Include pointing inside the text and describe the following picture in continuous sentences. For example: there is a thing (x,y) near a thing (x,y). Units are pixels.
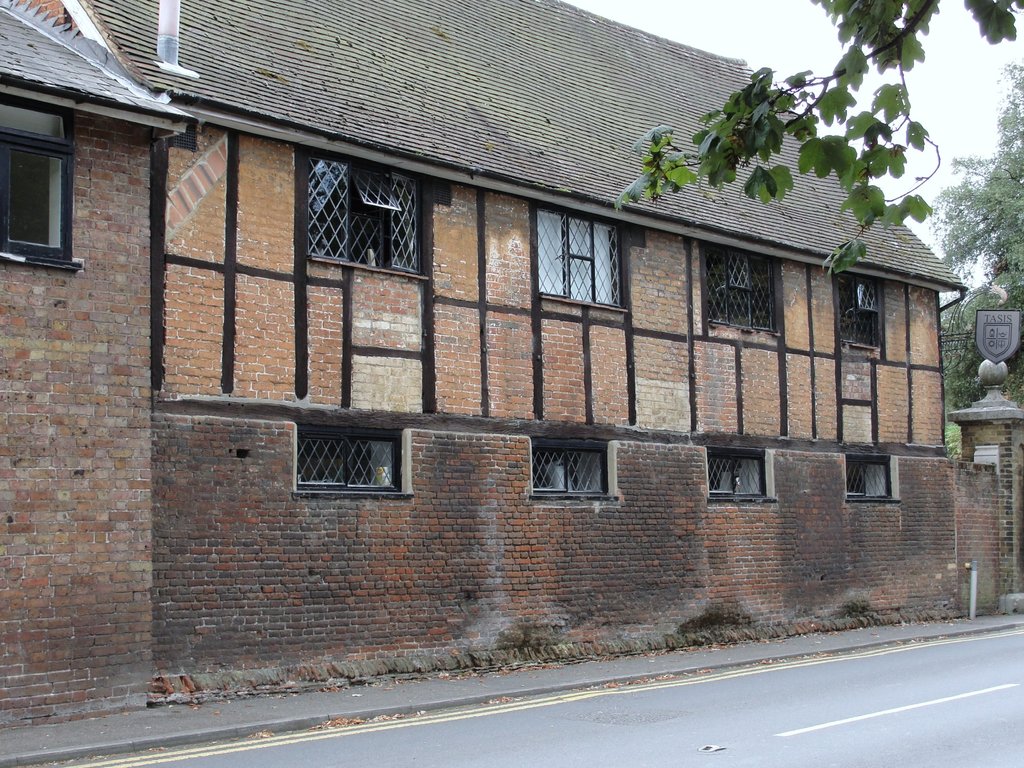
In this Image I can see road (603,704), a building (523,383), few trees (848,189), windows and over here I can see something is written.
